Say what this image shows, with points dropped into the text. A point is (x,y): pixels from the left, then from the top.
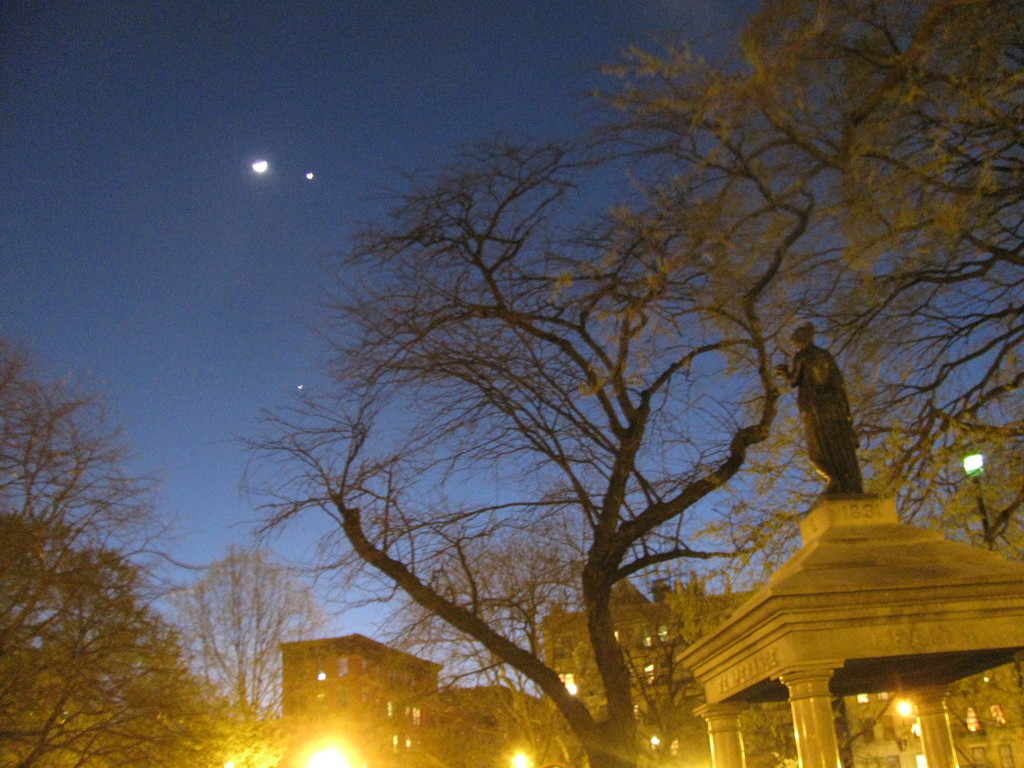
In the foreground of the picture (466,505) we can see trees (8,651), sculpture (850,467) and a small construction (829,638). In the background (388,722) there are street lights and buildings (904,767). At the top (312,174) we can see stars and moon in the sky (329,128).
